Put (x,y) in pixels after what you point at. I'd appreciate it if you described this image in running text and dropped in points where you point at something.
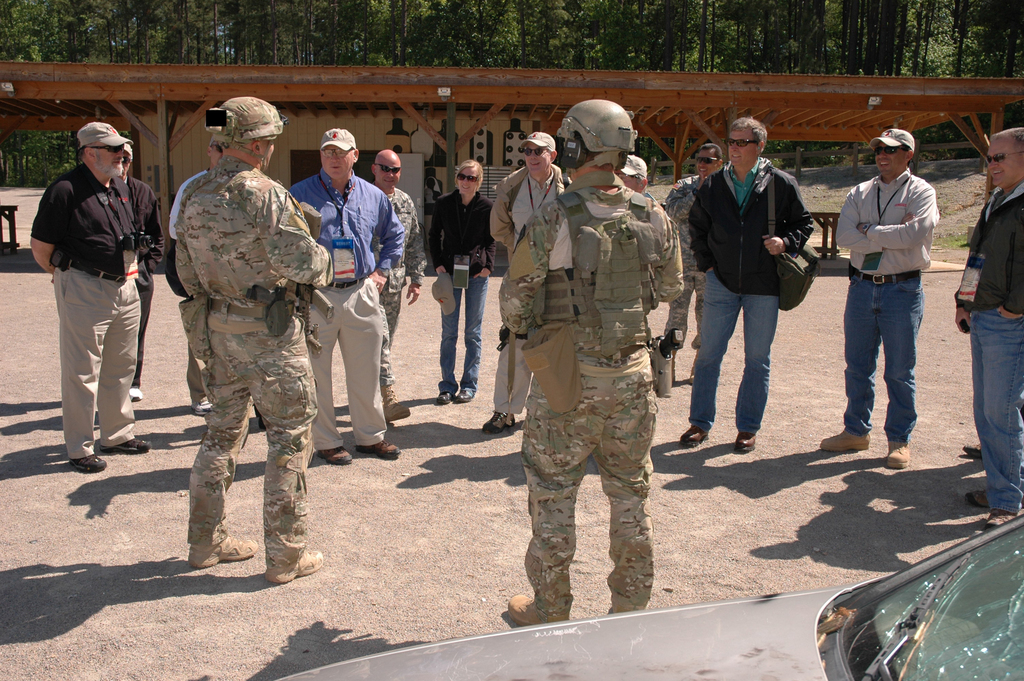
In this image I can see a group of people (257,118) standing in a circle interacting with each other. I can see a car (753,621) in the right bottom corner (841,588). I can see the trees (243,6) at the top of the image (238,50). I can see a wooden construction (156,116) with some other objects (435,181) in the center of the image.
